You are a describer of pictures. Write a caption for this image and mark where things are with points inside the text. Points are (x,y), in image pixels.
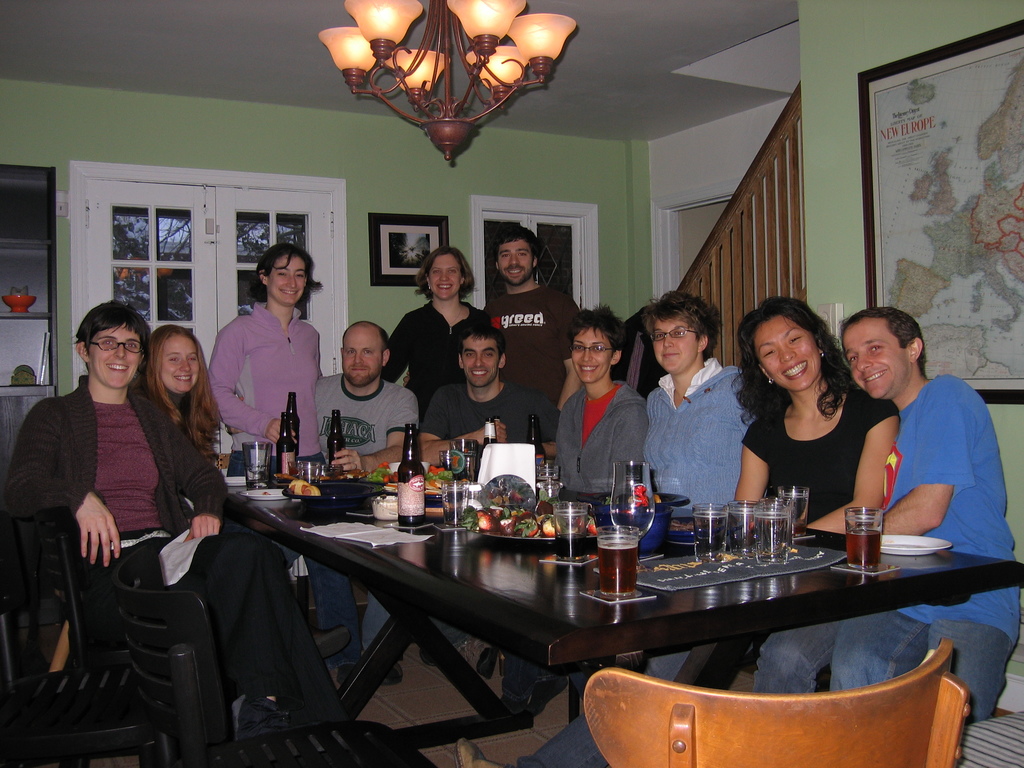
There are many people (404,432) sitting around the table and smiling. Some are standing. On the table (558,585) there are bottles (295,453), glasses (464,497), plates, food items (544,519). And there are chairs (619,767). In the background (375,160) there is a wall (288,156). And there is a photo frame (398,242) on the wall (524,171). There is a window (181,218) on the wall (504,162). There is a staircase (719,238). There is a chandelier (488,64) on the ceiling (527,117).
